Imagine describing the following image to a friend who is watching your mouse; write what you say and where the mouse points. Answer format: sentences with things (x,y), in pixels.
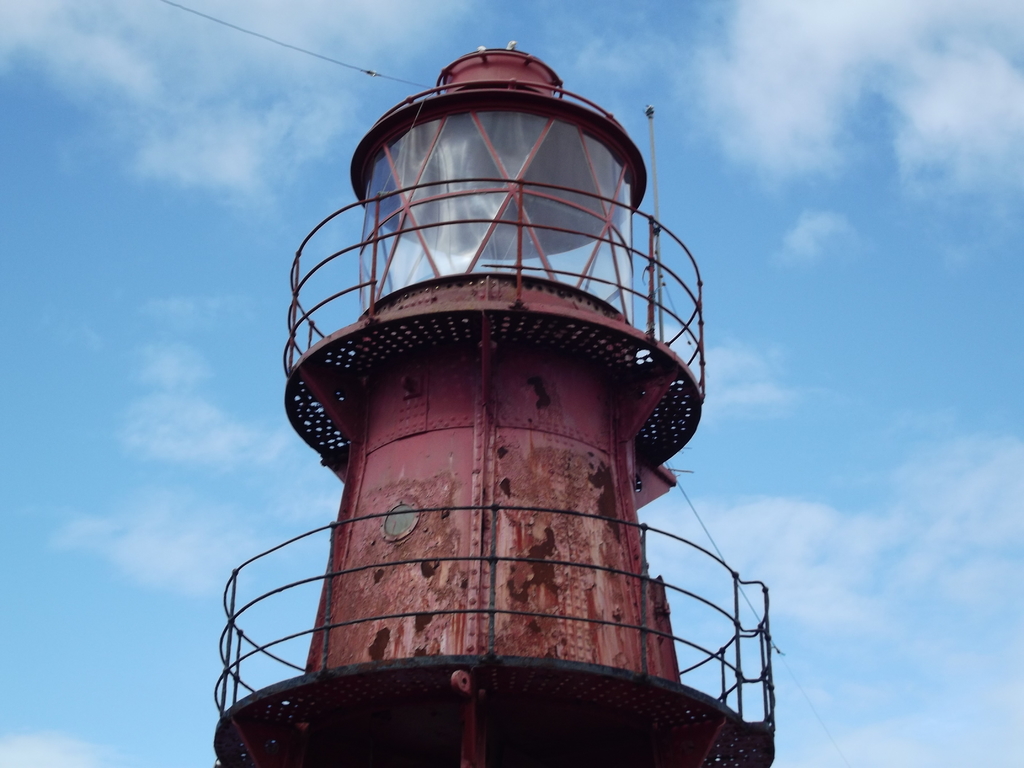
In this image there is a lighthouse (486,433) with railings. In the background (823,126) there is sky (194,228) with clouds (811,131).
